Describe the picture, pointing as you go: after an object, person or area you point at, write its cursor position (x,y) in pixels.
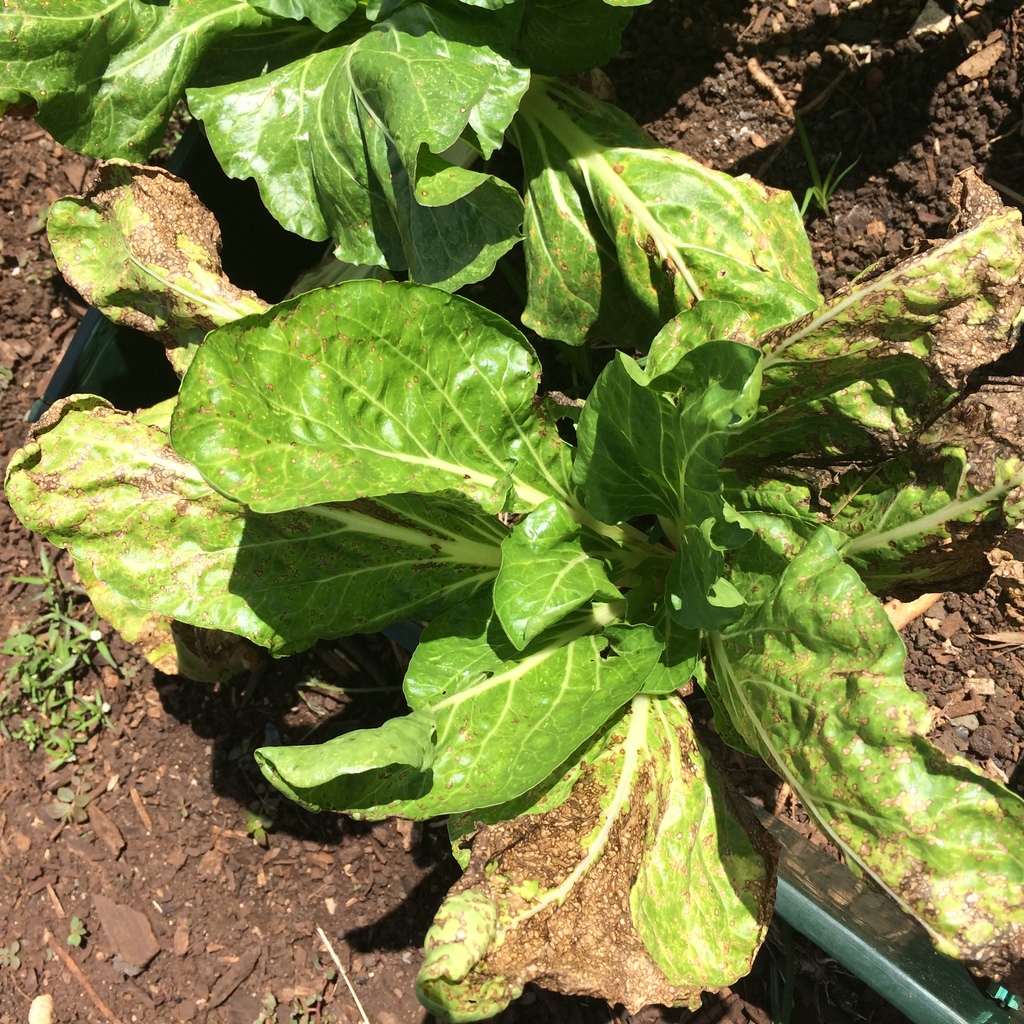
In the picture I can see few leaves (430,319) and some damaged leaves (88,479) and there is soil (253,788) under it.
